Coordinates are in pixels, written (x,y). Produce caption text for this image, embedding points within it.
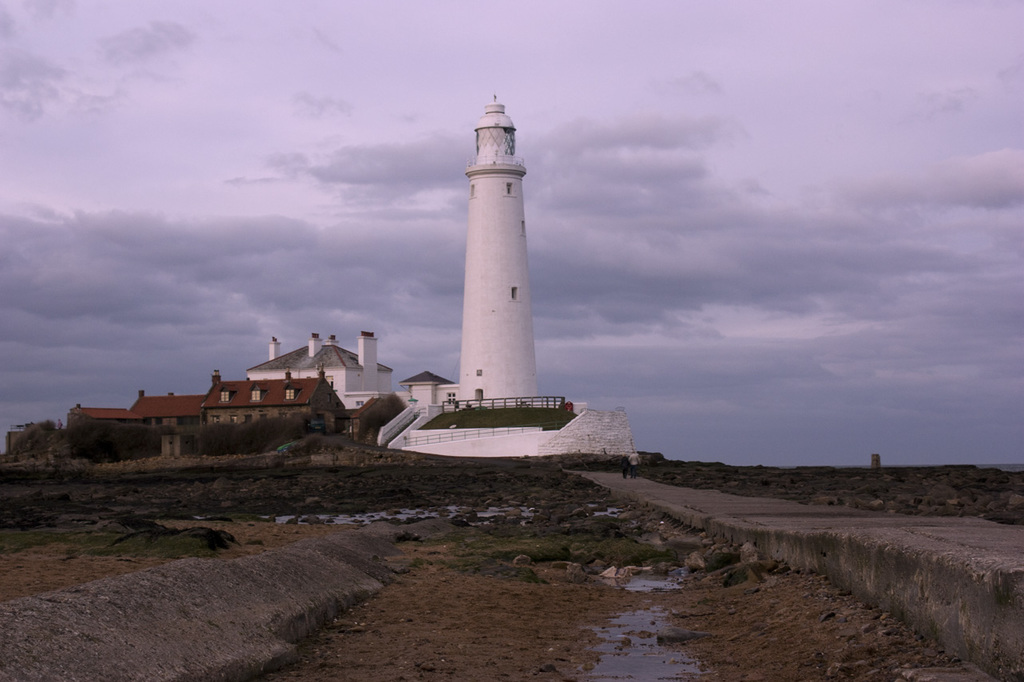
In this image I can see a building (325,369) with a tower (493,340) and people (634,469) walking on the road (714,515) and open area (414,611) at the bottom of the image (505,591) and at the top of the image (217,139) I can see the sky (296,116).
